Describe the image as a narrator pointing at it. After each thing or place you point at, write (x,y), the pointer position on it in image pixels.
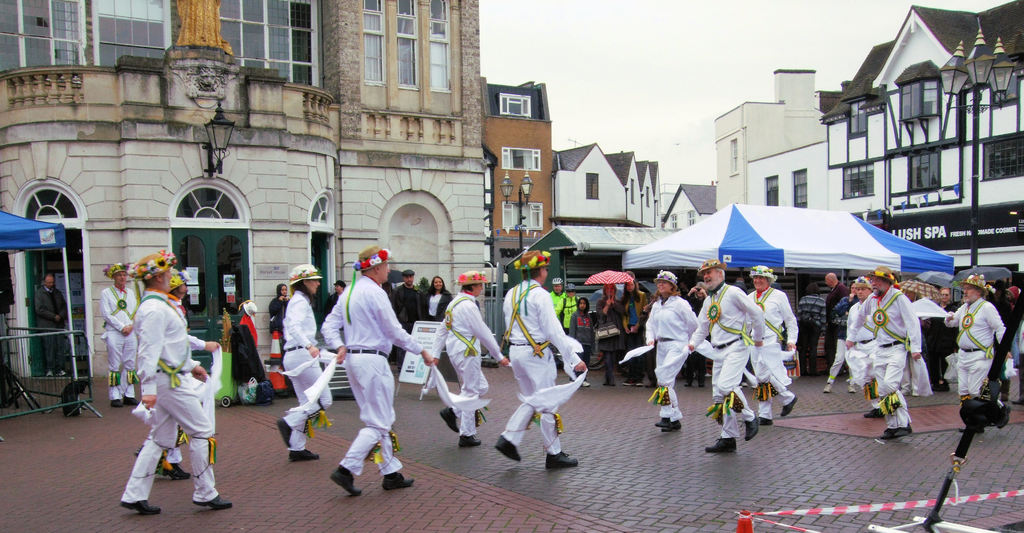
In the foreground of the picture (680,291) I can see a group of people (371,310) dancing on the floor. I can see a few of people (842,295) standing on the side of the road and they are watching the dance performance. In the background (467,146), I can see the buildings (459,13) and glass windows (444,19). I can see the tents (5,244) on the road (50,399). I can see the decorative light poles (1003,105) on the top right side of the picture (977,81).
